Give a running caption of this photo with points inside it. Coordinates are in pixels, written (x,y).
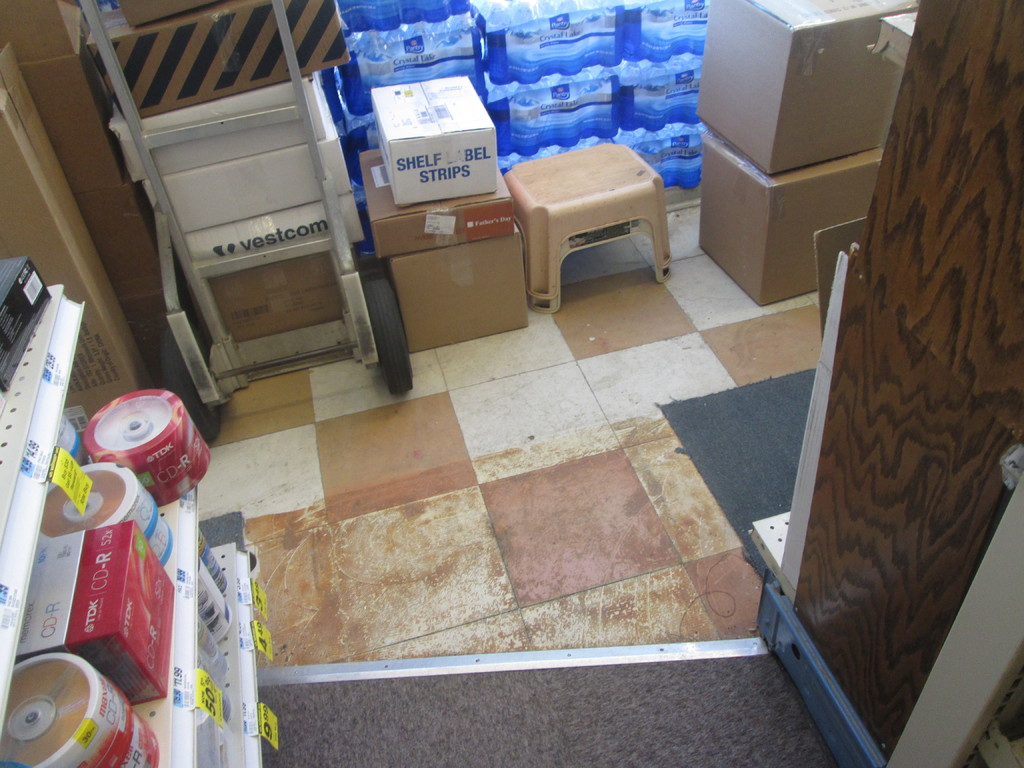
In this image I can see there are few boxes (820,58) kept on the floor (614,452), and at the top (388,105) I can see few boxes (30,146) visible.
